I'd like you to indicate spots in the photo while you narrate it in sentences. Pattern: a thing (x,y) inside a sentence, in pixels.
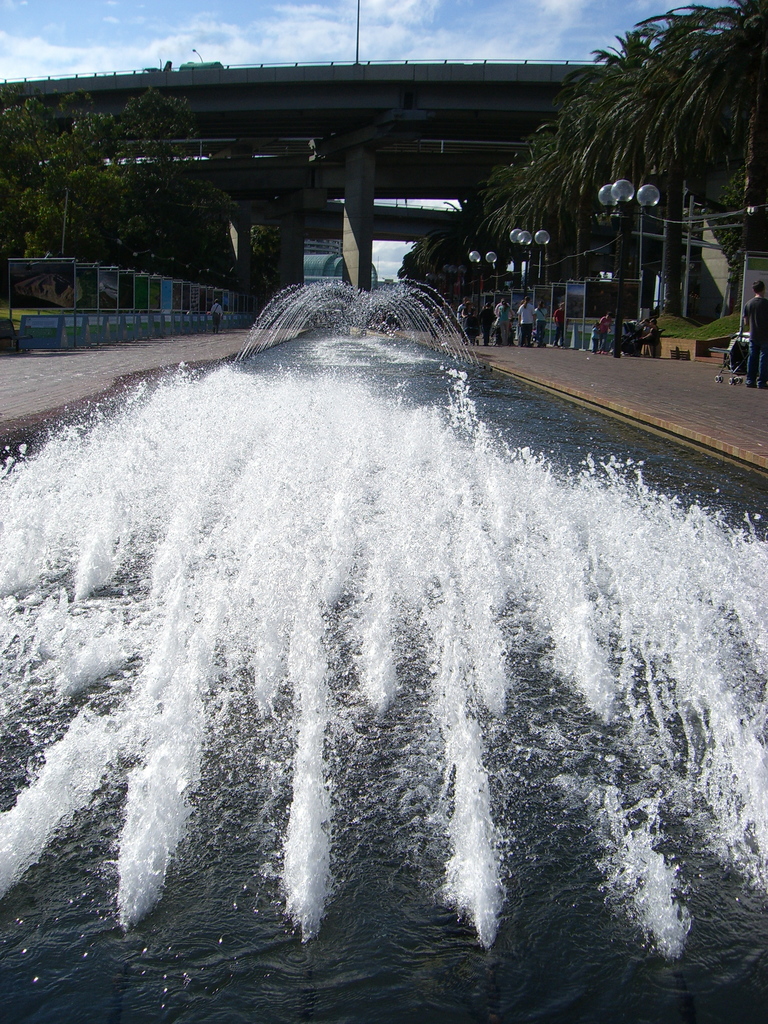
In the image we can see water (523,802) and water fountains (378,333). There are even people (505,319) standing and some of them are sitting. They are wearing clothes (523,334), this is a light pole (613,191), grass (682,317), trees (119,169), poster (89,274), bridge (326,115), pillar (356,271), footpath (678,388) and a cloudy sky (249,24).
